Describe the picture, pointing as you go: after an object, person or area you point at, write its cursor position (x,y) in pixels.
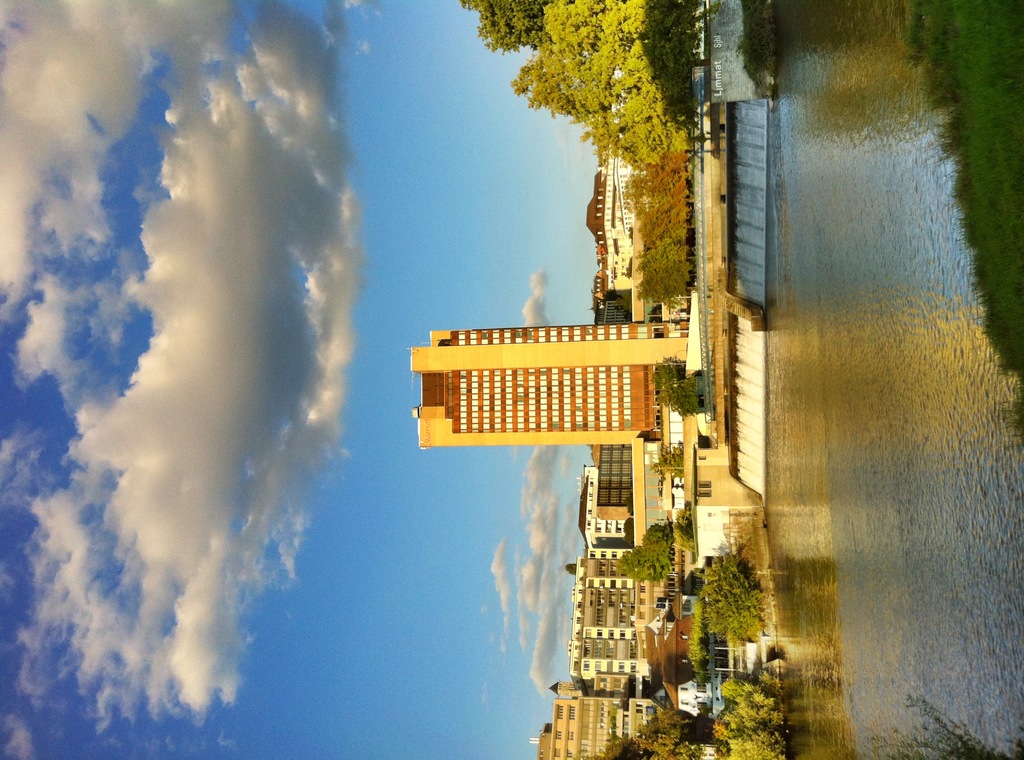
In this image we can see water (904,473) on the right side (916,475). Near to the water (749,410) there are buildings (580,620) and trees (681,722). On the left side (241,524) there is sky (338,424) with clouds (308,458).
